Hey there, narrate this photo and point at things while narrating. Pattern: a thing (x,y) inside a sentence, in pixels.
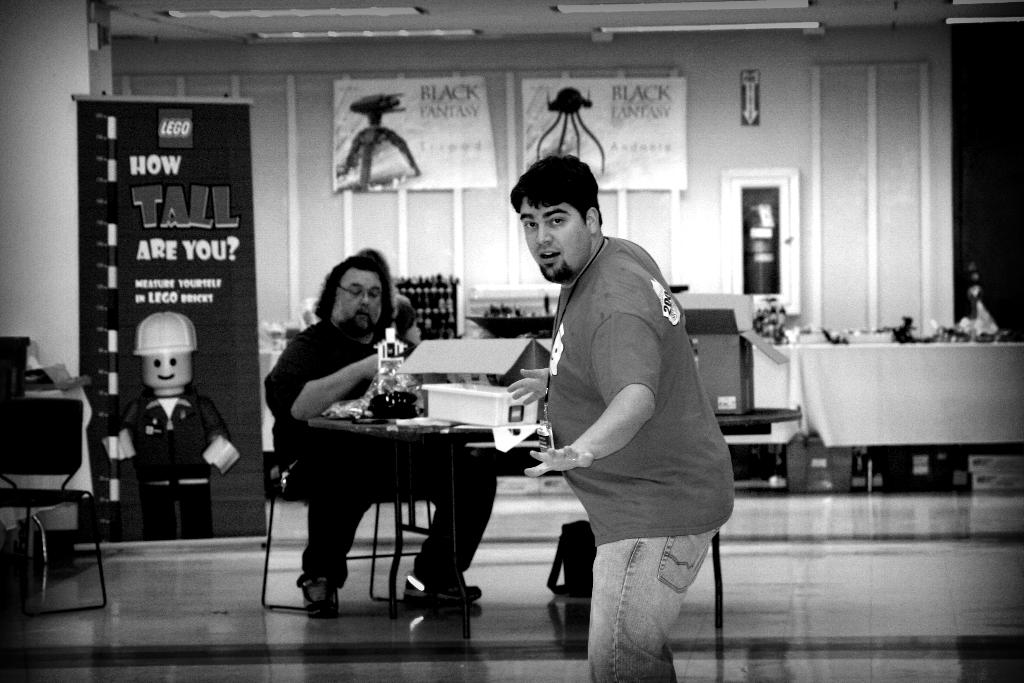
In the center of the image (352,272) a man (347,354) is sitting on a chair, other man (606,376) is standing. On the left side of the image (143,209) we can see board (191,373), chair (72,467) are present. On the right side of the image (859,378) a table (904,383) is there. On the table (957,387) some objects (901,331) are present. In the background of the image (748,316) we can see lights (389,35), board (660,107), boxes (499,361) are present. At the bottom of the image (780,626) we can see bag (575,557) and floor (270,632) are there.
